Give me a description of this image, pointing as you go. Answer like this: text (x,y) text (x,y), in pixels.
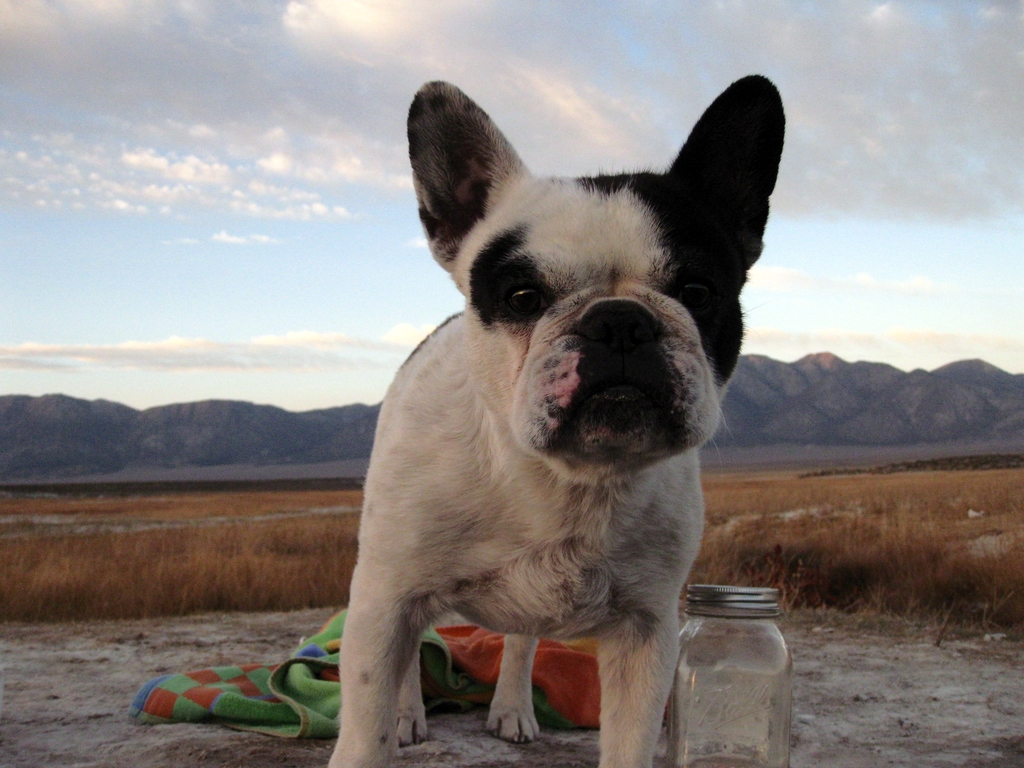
In this image I can see a small puppy (558,479). Behind that puppy (358,677) I can see a green color blanket (272,698) and I can see a small jar (750,689) with a lid (758,613) which is closed. At background (292,519) I can see hills (276,442), grass (247,564), sky (173,262) with clouds (309,65).
